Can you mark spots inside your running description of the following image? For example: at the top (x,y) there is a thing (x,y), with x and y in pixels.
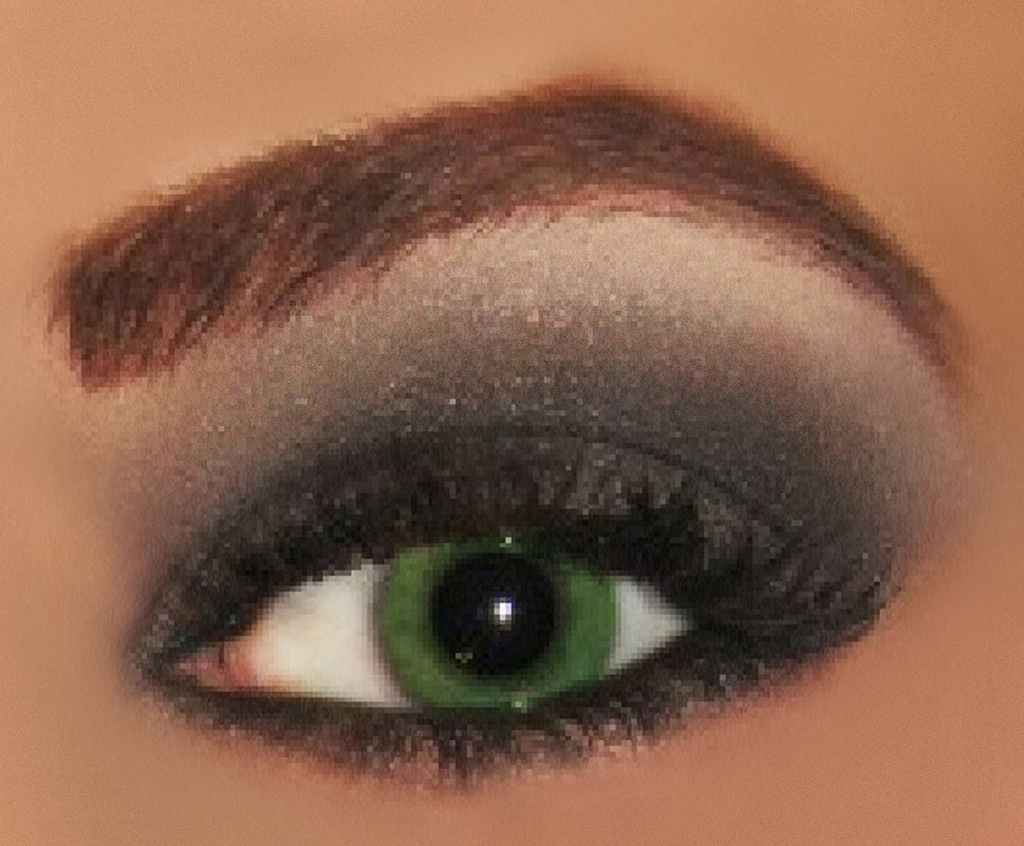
A person eye (446,716) with green lens (422,644). On this eyelid (437,515) there is an eye makeup (568,464). This is an eyebrow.
